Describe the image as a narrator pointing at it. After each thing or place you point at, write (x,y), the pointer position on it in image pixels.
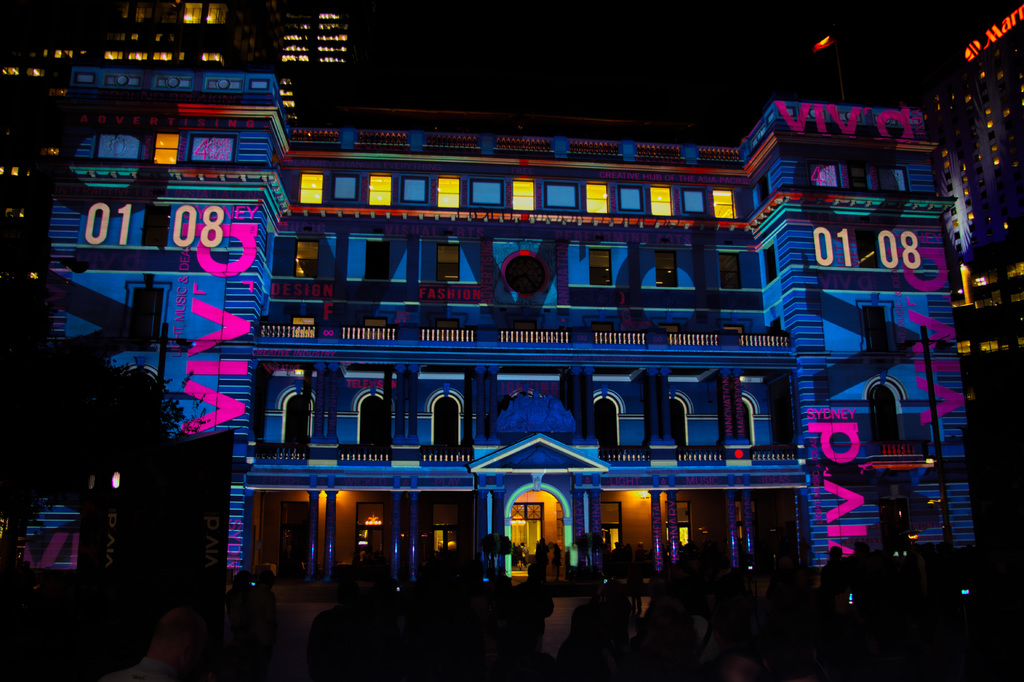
In this picture we can see a group of people (272,591) standing, buildings (436,467) with windows (200,15), lights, poles (940,463), tree (125,451) and some objects (508,414) and in the background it is dark.
